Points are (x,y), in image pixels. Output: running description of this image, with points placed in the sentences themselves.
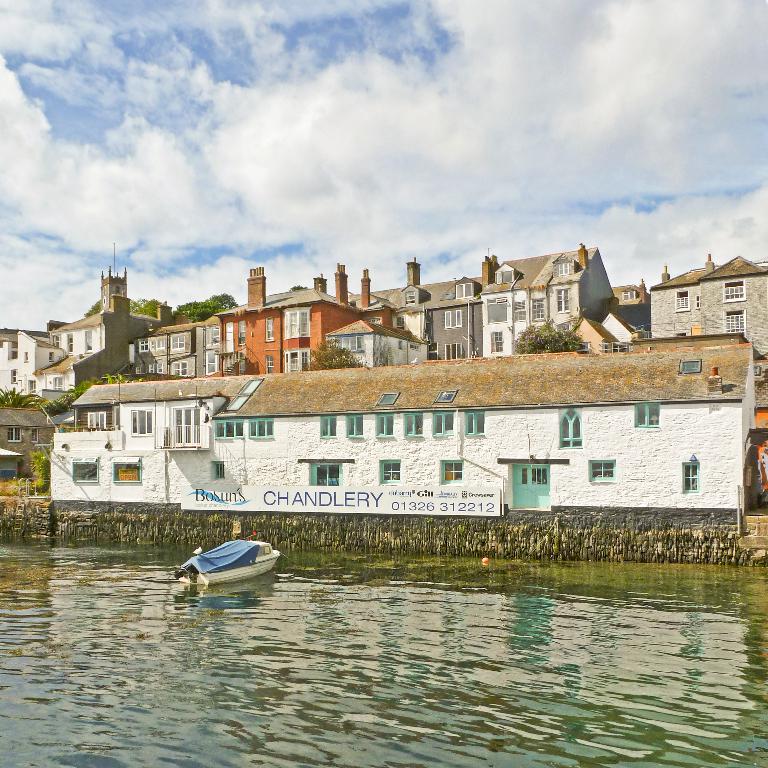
In this image we can see a motor boat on the river (273,643), on the other side of the river (285,606) there are buildings (290,385) and trees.
